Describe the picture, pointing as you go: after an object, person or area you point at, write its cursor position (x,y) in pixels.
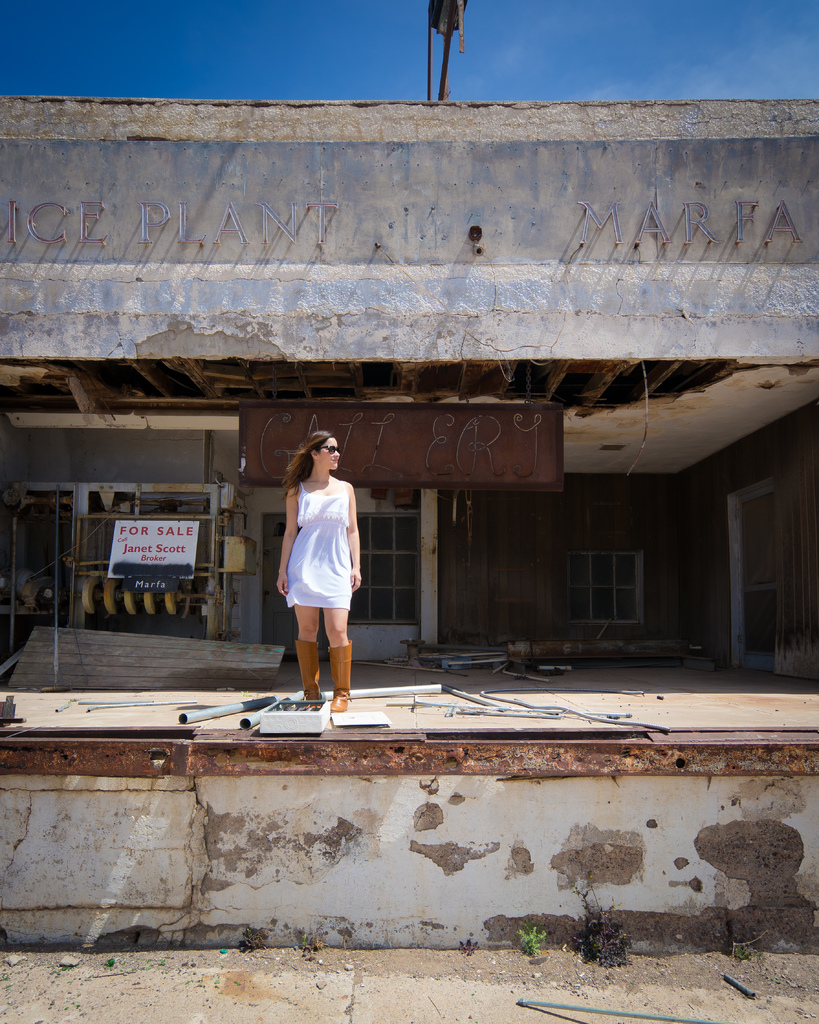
There is a woman (296,540) standing and we can see wall (312,805), rods (372,692) and objects (348,720) on the surface (357,728). In the background (154,536) we can see boards (146,583), windows (411,584) and there are few things (212,551). We can see sky (317,62).
